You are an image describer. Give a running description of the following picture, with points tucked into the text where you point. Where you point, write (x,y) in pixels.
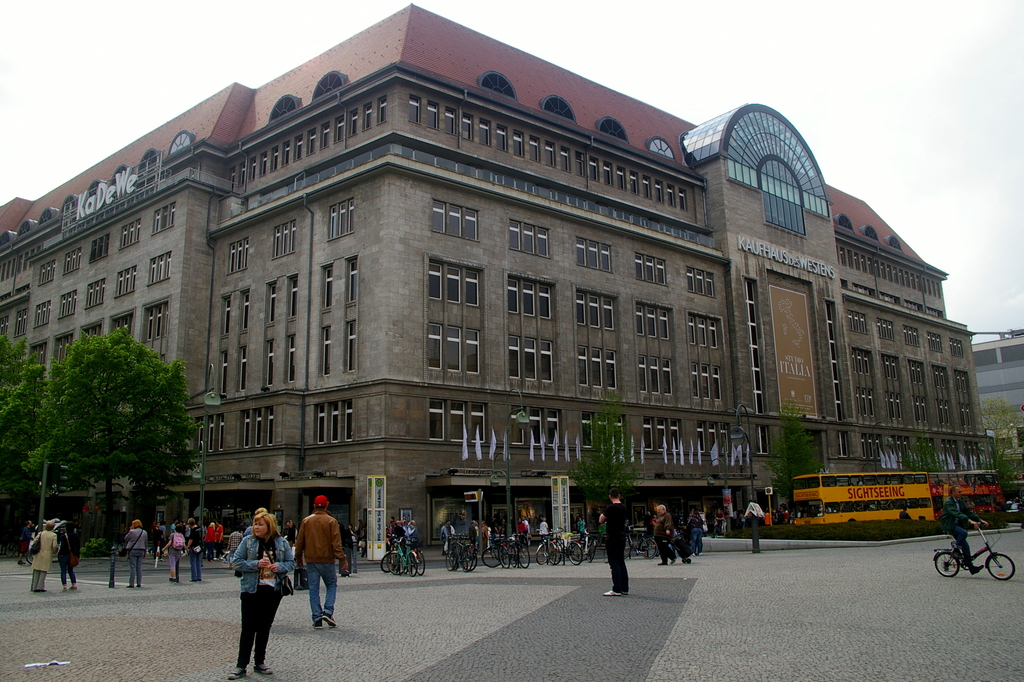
The picture is taken outside a city. In the foreground of the picture (972,557) there are people (957,521) and bicycles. On the right (825,500) there are trees (924,467) and vehicles (835,505). On the left (108,443) there are trees (111,456). In the center of the picture (567,438) there are buildings (662,354) and flags (889,463). Sky (74,57) is cloudy.
